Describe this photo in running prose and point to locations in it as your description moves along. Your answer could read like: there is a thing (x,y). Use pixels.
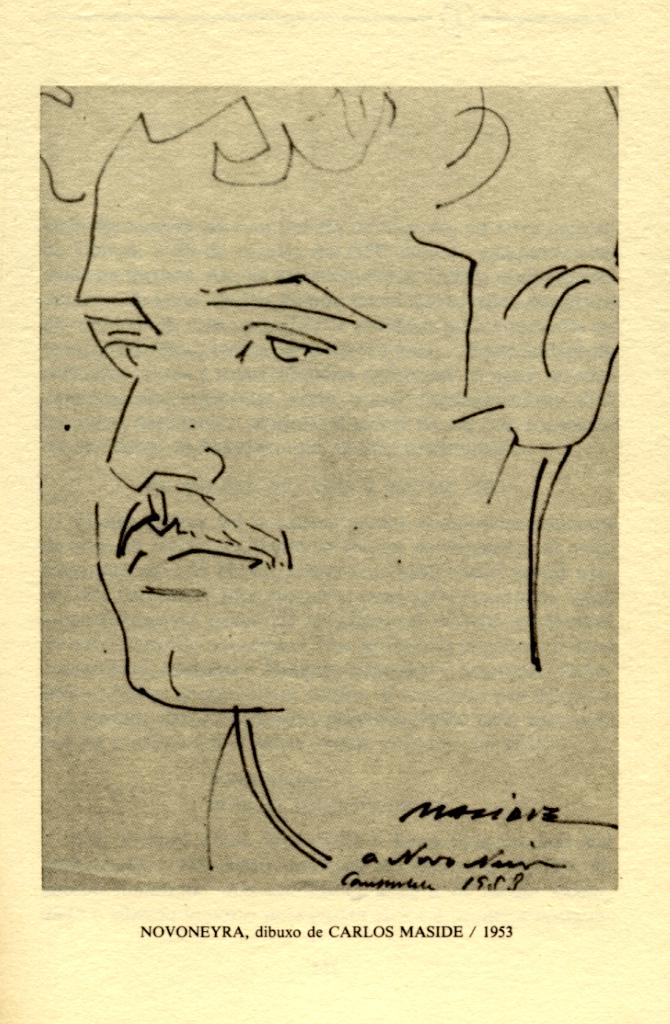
In the picture we can see a magazine paper (421,878) with a sketch (598,379) of man face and under it we can see some signatures (528,864).
